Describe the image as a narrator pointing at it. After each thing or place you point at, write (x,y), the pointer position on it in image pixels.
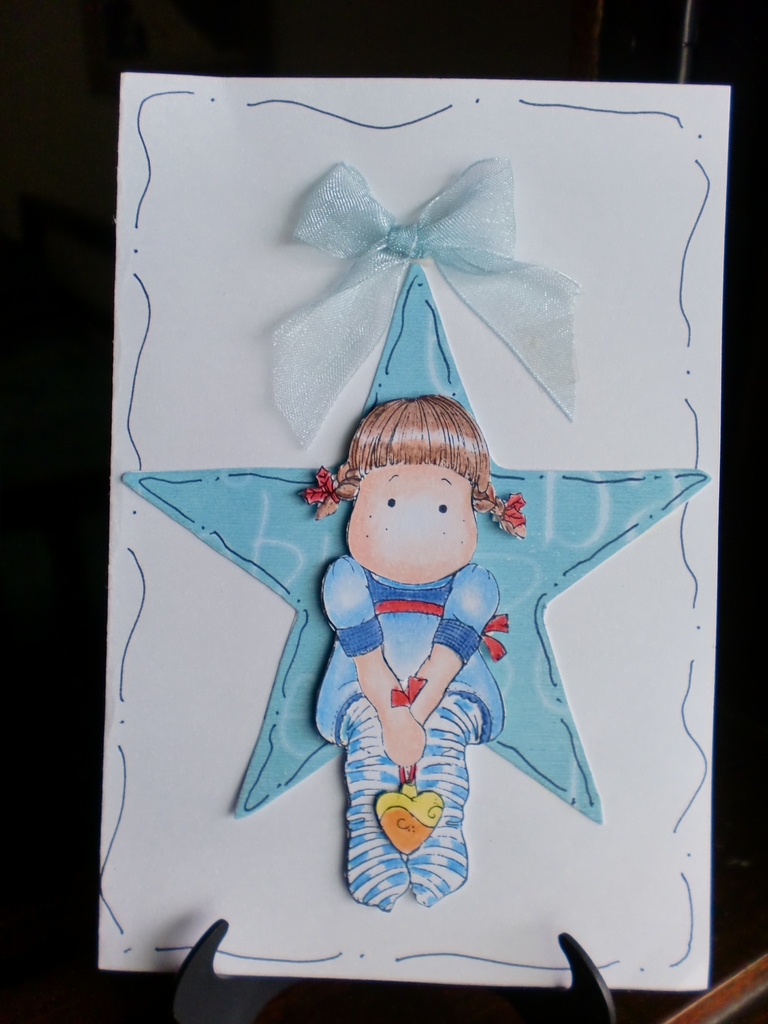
In this image we can see a board (546,894) on a stand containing a ribbon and the picture (415,534) on it.
